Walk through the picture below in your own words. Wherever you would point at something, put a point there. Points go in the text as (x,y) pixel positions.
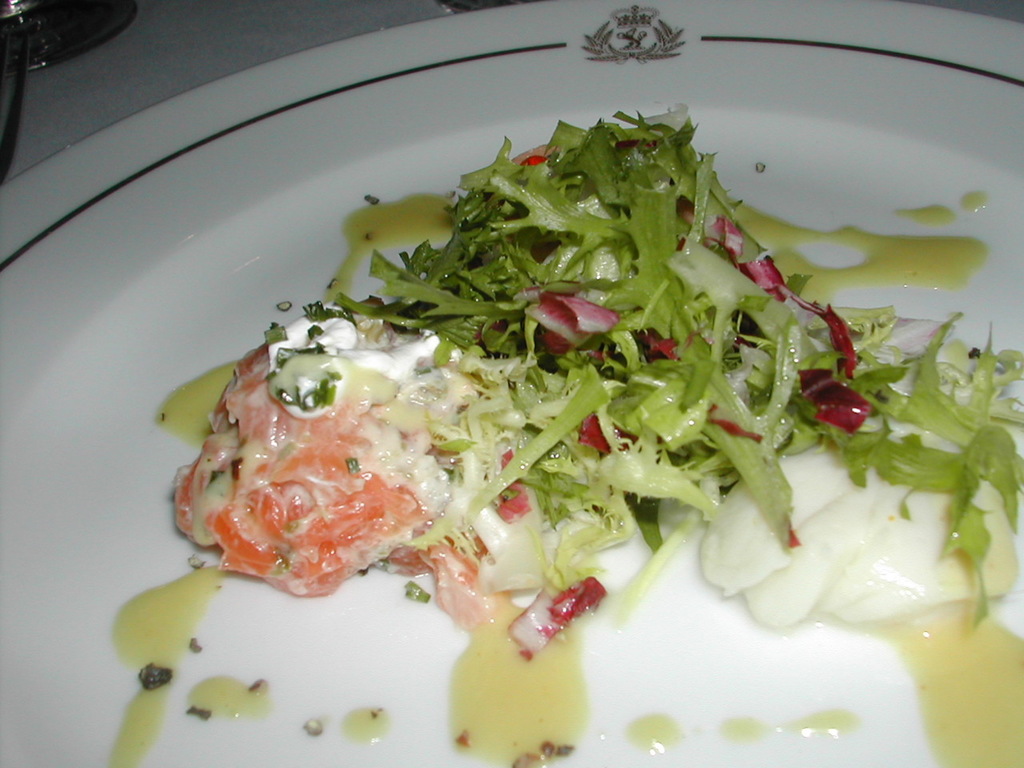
Here in this picture we can see a plate (483,117), on which we can see a food item (422,431) and a salad (565,405) present.
